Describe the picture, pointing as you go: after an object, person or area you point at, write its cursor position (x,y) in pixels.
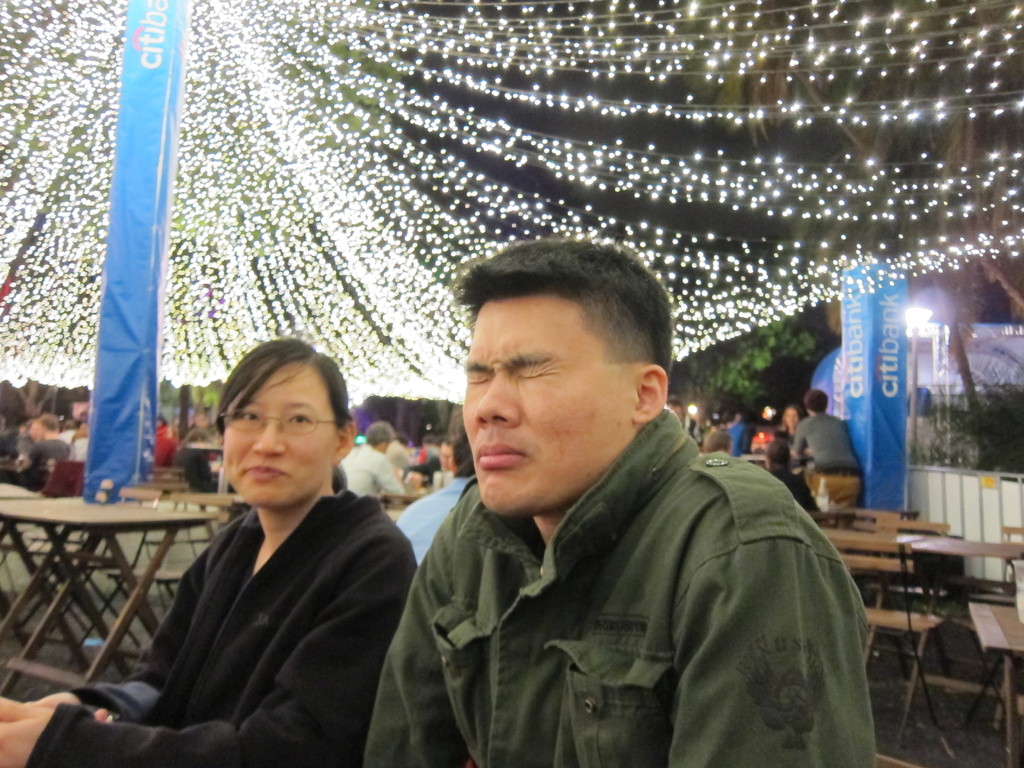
In this picture there is a boy (498,271), by closing his eyes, sitting at the center of the image (487,288) and there is a lady (149,707) beside him at the left side of the image (322,645), there are other tables (967,549) and chairs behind the area of the image, this place is decorated with lights (725,11) and there are some trees (953,326) around the area of the image, the other people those who are sitting behind the image, it seems to be a place of hotel (93,667).
